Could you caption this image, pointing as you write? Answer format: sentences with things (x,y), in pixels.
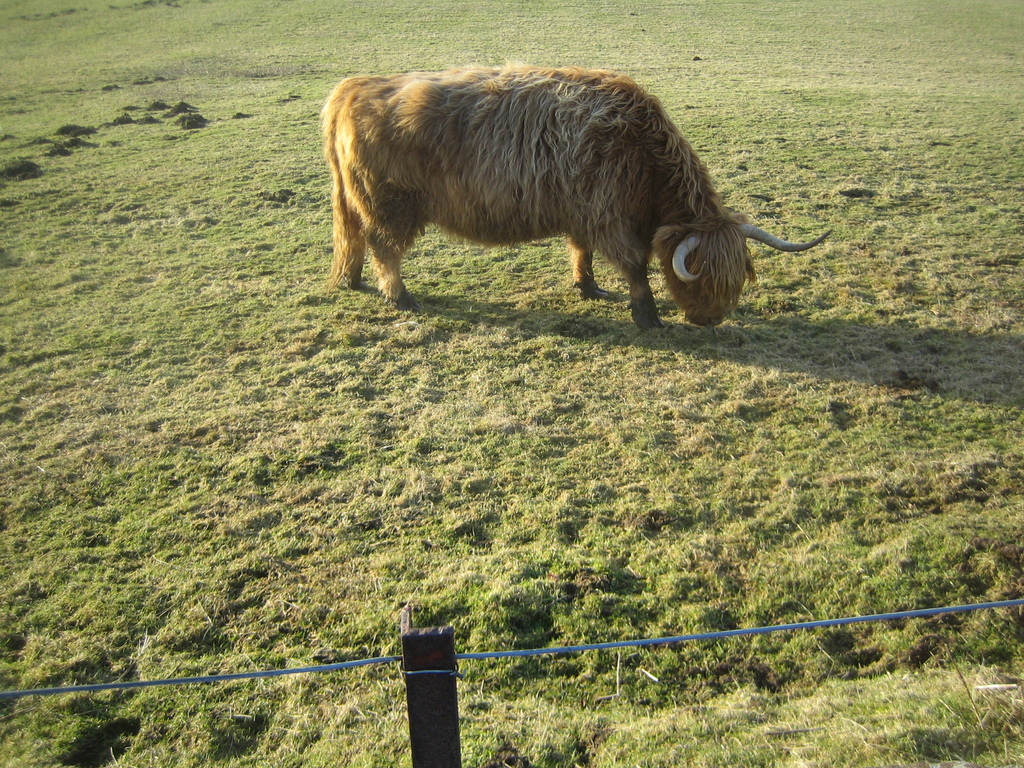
In this image we can see one animal (637,103) eating grass (556,365) on the ground (776,415), one fence (416,634) with wooden pole (406,636) and some grass (60,144) on the ground (201,448).
